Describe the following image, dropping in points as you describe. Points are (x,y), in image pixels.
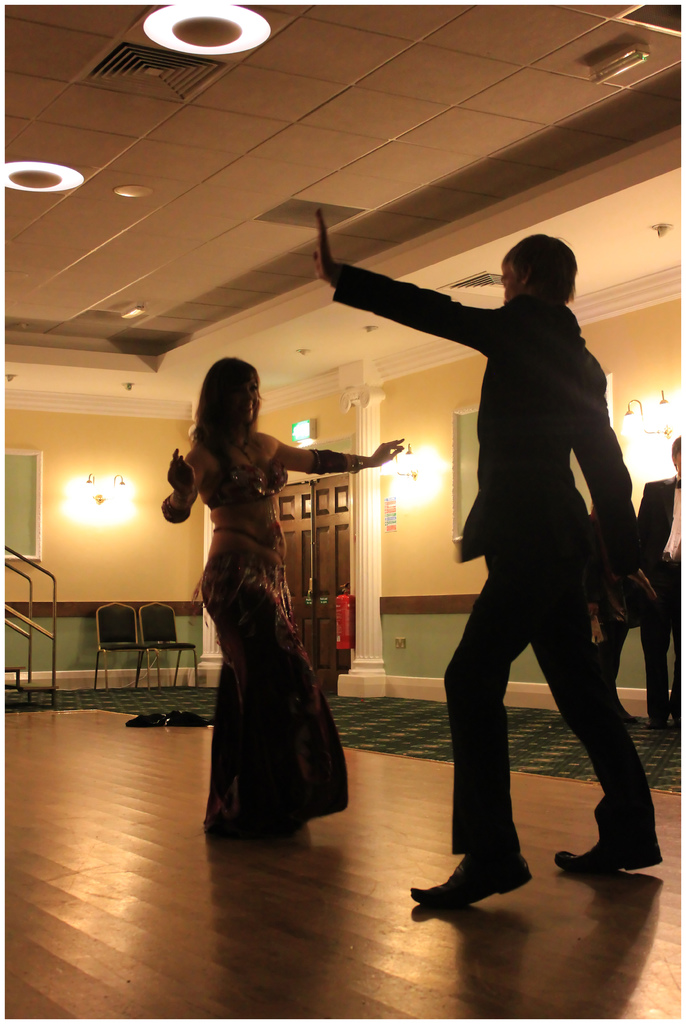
In this image we can see a man (641,815) and a woman (325,810) dancing on the floor (342,885). We can also see the carpet (351,733), chairs (169,634), door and also the persons (671,532) in the background (647,496). We can also see the lights (643,399), wall (411,510) and also the ceiling (270,132) with the ceiling lights (155,14).
